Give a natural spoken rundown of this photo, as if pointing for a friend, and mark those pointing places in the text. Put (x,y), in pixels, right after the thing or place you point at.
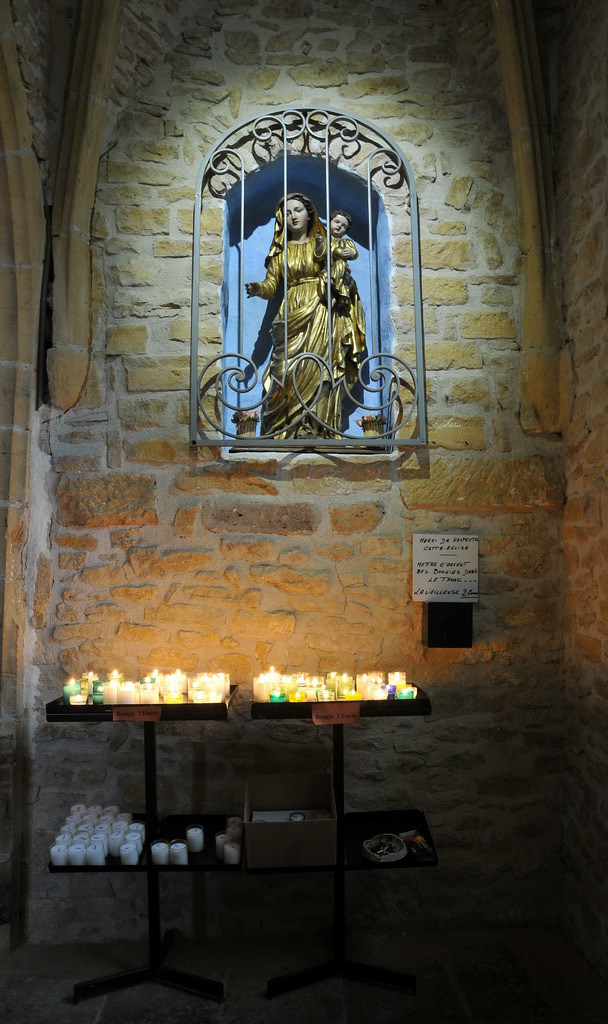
In the middle (334,424) there are statues (302,293) in this wall (439,648) and these are the candles (312,691) on this table (205,848).
